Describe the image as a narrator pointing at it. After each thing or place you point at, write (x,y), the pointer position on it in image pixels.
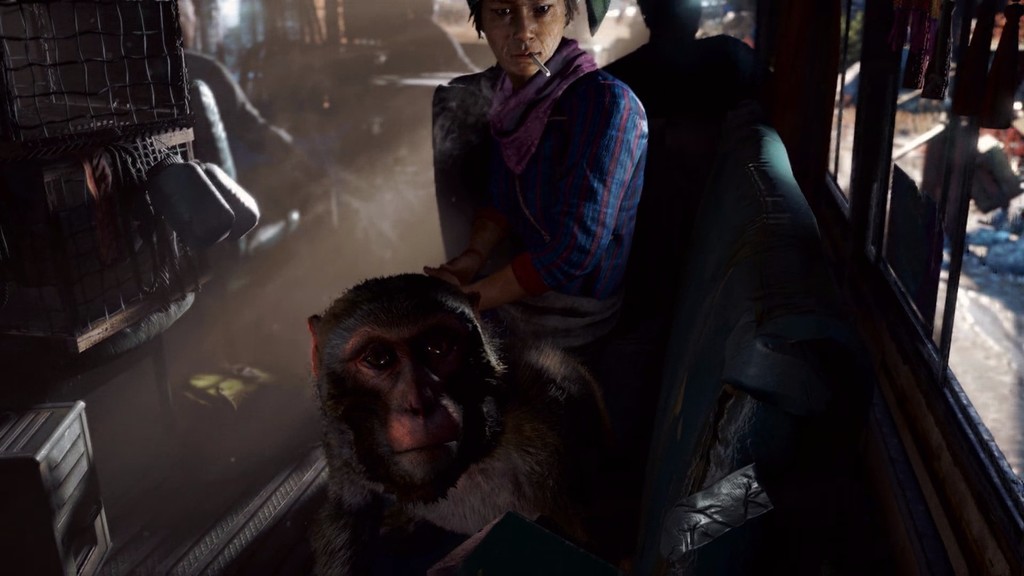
In this picture there is a woman (582,243) and a monkey (540,405) sitting on the chair (772,219). She is having a cigarette (544,67) in her mouth (533,53). There is few people (668,30) sitting at the background (671,51).
